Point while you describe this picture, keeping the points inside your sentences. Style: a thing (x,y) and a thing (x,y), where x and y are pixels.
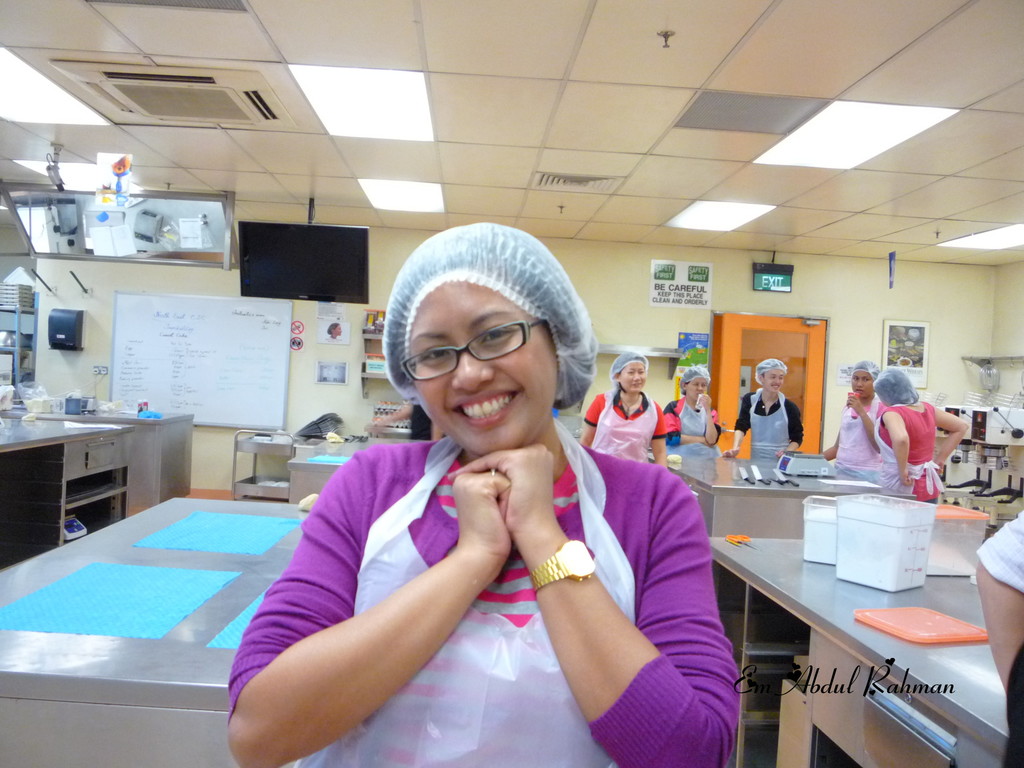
At the top (588,91) we can see ceiling (601,103) and lights (362,103). We can see poster (926,365), calendar (903,343) over a wall (886,313) and also white board (174,353). Here we can see television (362,283). This is a door (771,338). This is exit board (779,281). We can see persons (682,417) standing near to the table (724,511) and on the table (940,588) we can see boxes (872,537).
